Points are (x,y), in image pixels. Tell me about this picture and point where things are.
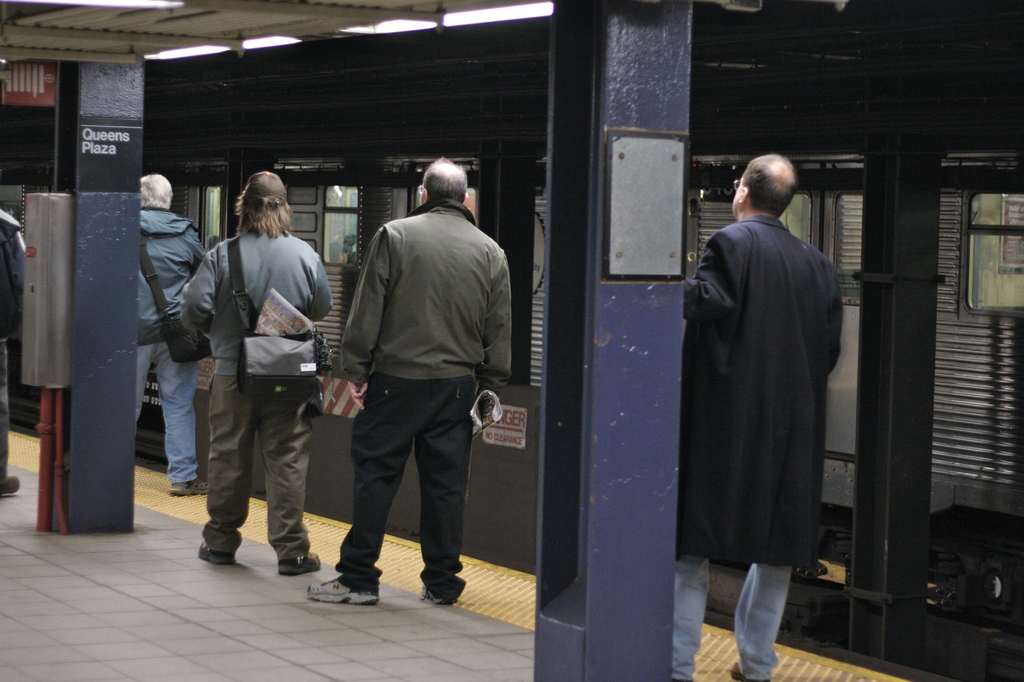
In this image I can see few people (300,415) standing and wearing bags (277,377). They are on the platform (229,588). In front I can see train (371,213) which is in silver color. I can see a blue color pillars (628,82).
